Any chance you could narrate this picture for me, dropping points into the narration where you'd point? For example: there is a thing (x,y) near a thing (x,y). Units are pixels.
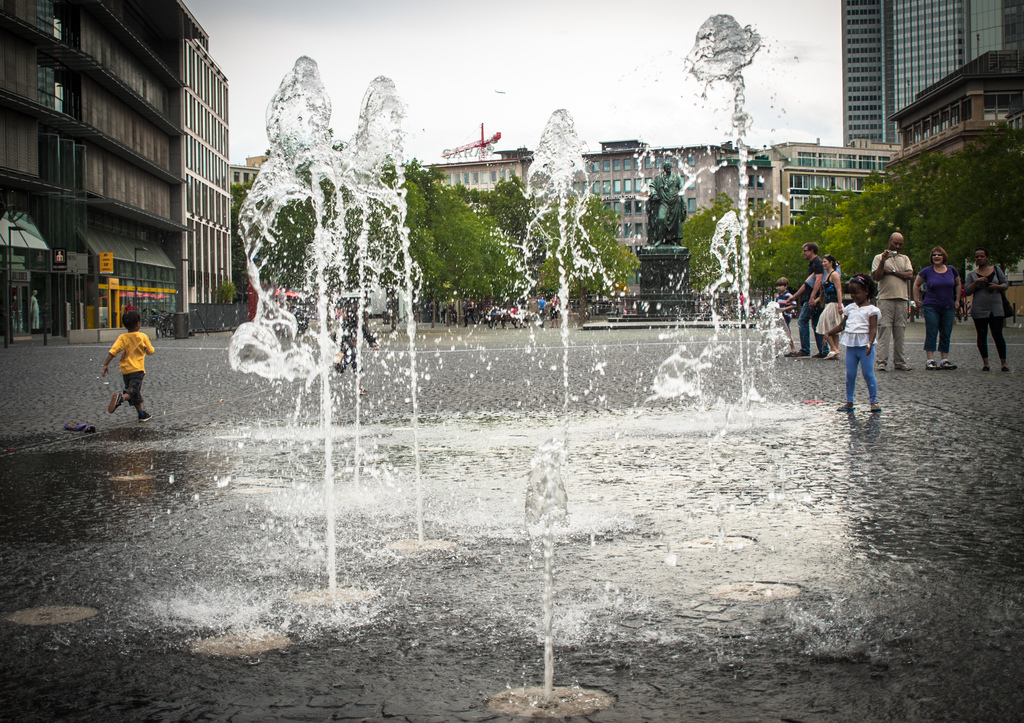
In the foreground (134,370) we can see kids (132,395) and a water fountain (310,529). In the middle of the picture (652,296) there are buildings (748,162), trees (596,244), sculpture (649,238), boards (59,265), street lights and people (879,284). At the top (452,84) it is sky (543,67).
